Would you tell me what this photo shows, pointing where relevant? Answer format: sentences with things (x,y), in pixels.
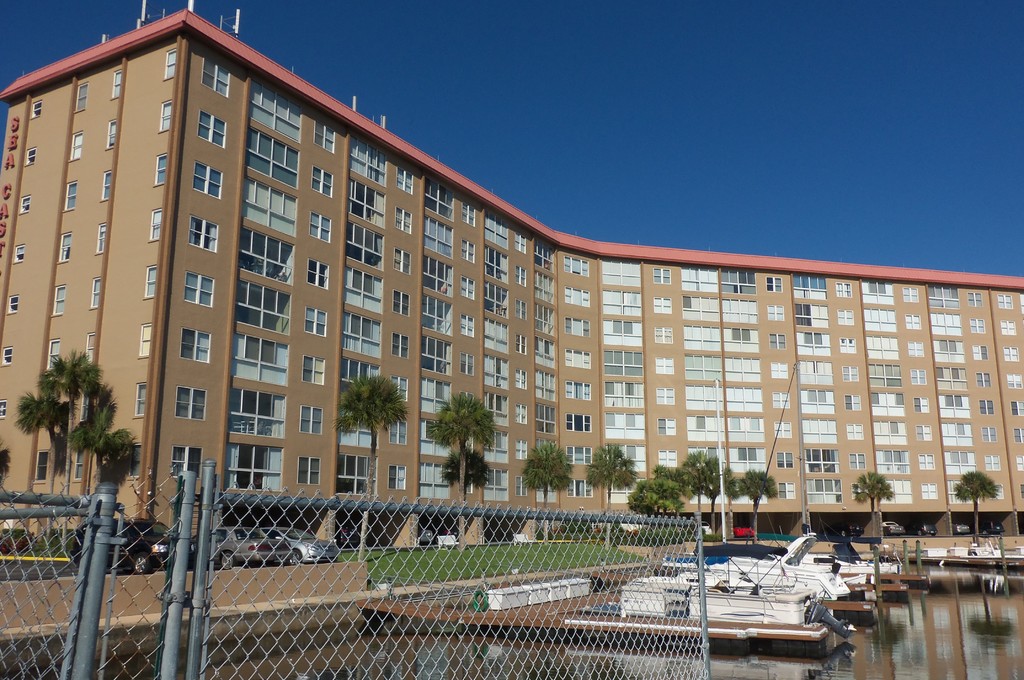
In this image I can see the building (323,275), windows (432,467), trees (973,478), vehicles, net fencing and few boats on the water surface (921,616). The sky (833,197) is in blue color.
